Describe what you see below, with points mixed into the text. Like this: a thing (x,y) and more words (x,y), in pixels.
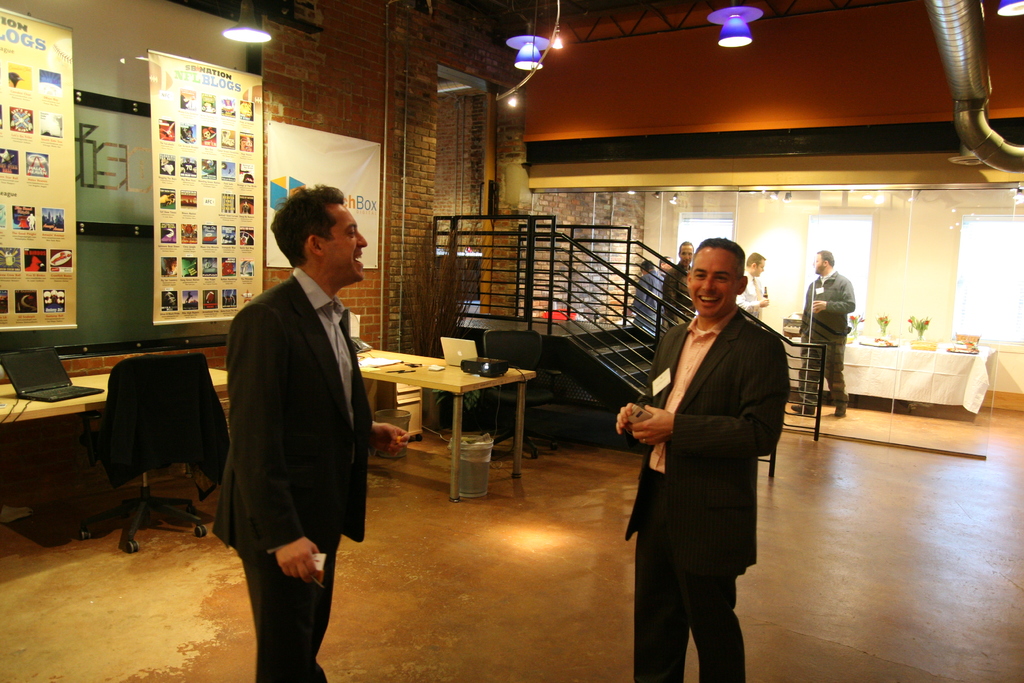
There are two men (644,609) standing and smiling in front of each other on the floor (425,582). Behind them there is a chair (156,416) and a table (83,404) on which a laptop (40,384) was placed. There are two charts (215,137) hanged here. In the background (540,325) there is a railing (600,313) and some people (830,296) was standing here.
